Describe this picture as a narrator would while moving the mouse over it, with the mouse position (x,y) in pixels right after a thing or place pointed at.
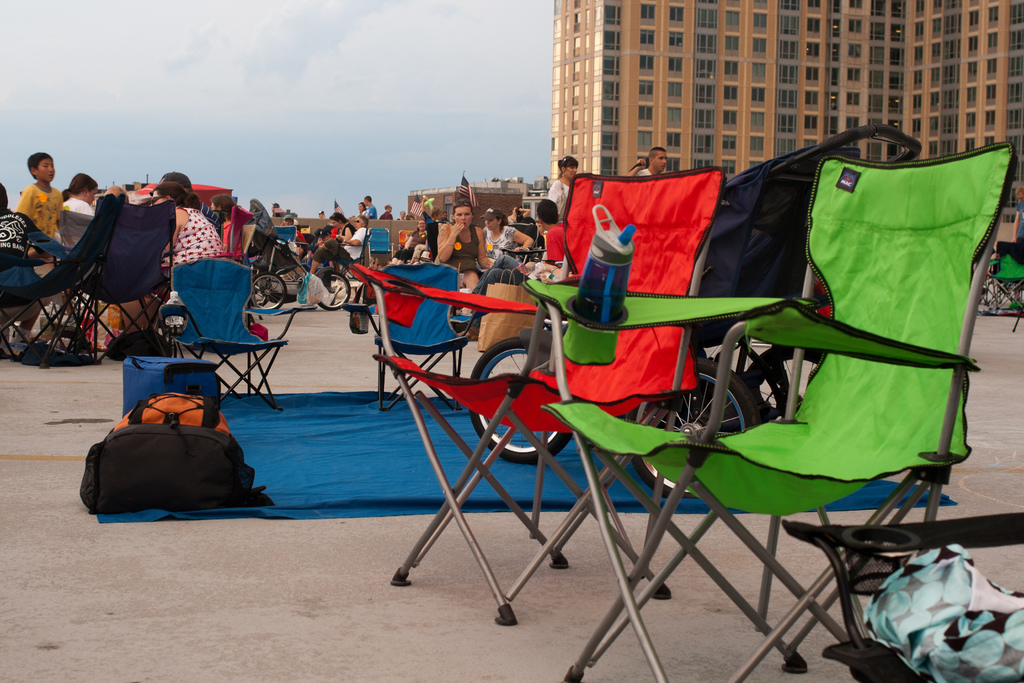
In the foreground of the image (582,412) we can see a red and green color chairs (754,315). In the background of the image (289,246) we can see many people (319,239) sitting, a stroller (298,265), bags (320,296) and building (683,117).
